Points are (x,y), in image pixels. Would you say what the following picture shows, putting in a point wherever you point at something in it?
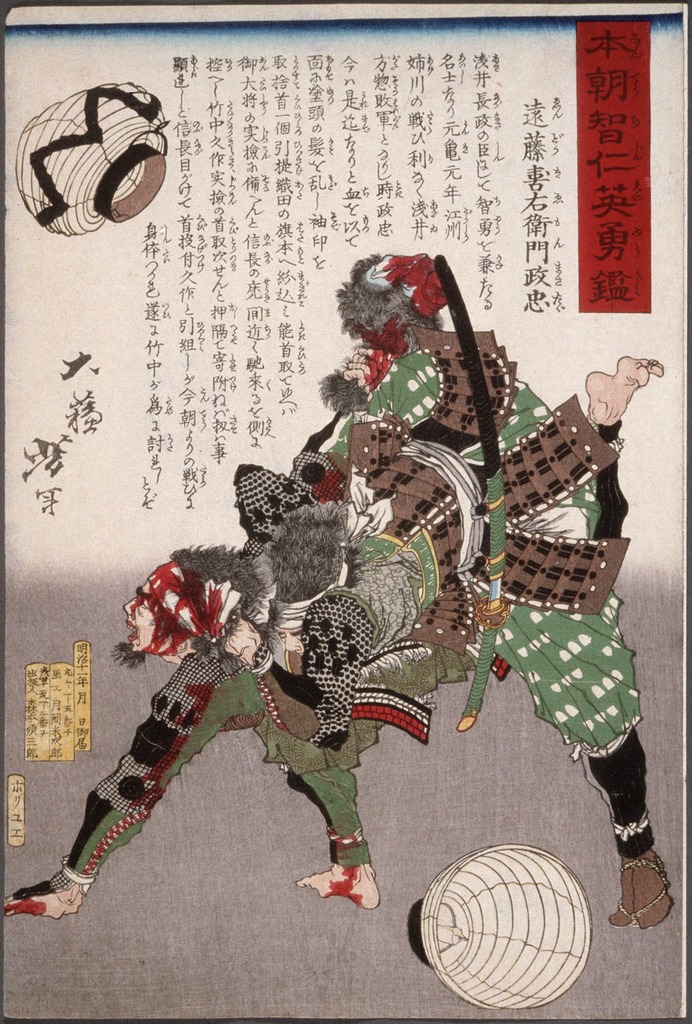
In this image, we can see a poster (328,764). In this poster (353,736), we can see people (329,742), figures (204,707) and some text (192,261).
